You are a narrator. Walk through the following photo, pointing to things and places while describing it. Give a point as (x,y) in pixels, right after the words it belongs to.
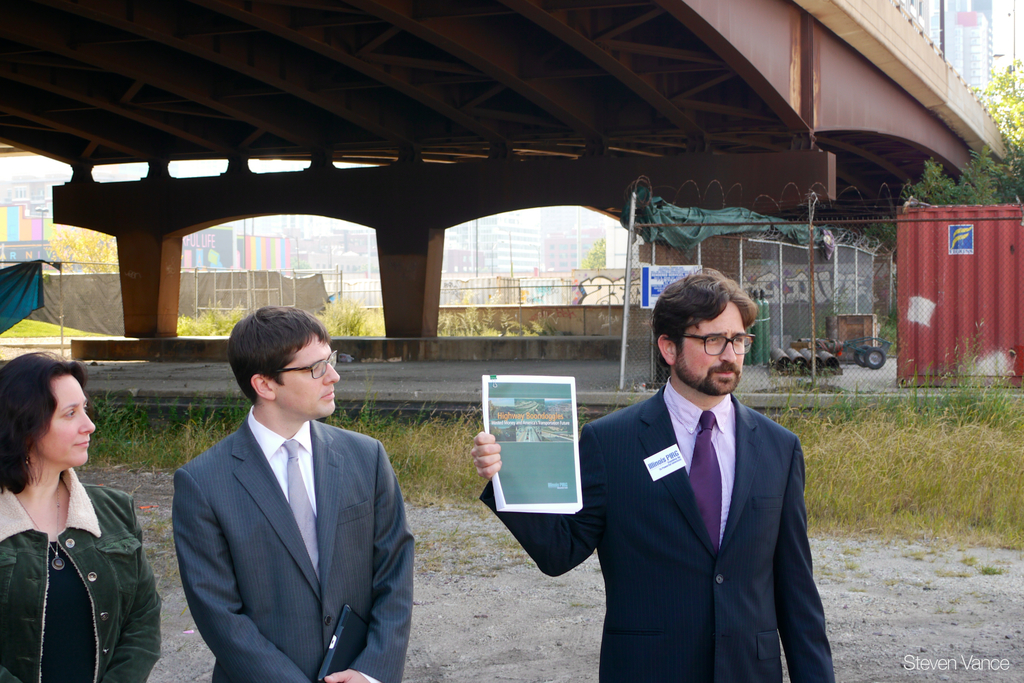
This picture described about the men (682,650) wearing black color coat (675,521) holding green booklet (513,465) in the hand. Beside we can see another man (218,541) wearing grey color coat (225,482) watching to him. Beside we can see a woman (95,578) wearing green color jacket (95,579) and watching to him. Behind we can see brown color Bridge (591,192). On the right hand (965,288) we can see red color shed (996,289) and fencing grill (810,309).
